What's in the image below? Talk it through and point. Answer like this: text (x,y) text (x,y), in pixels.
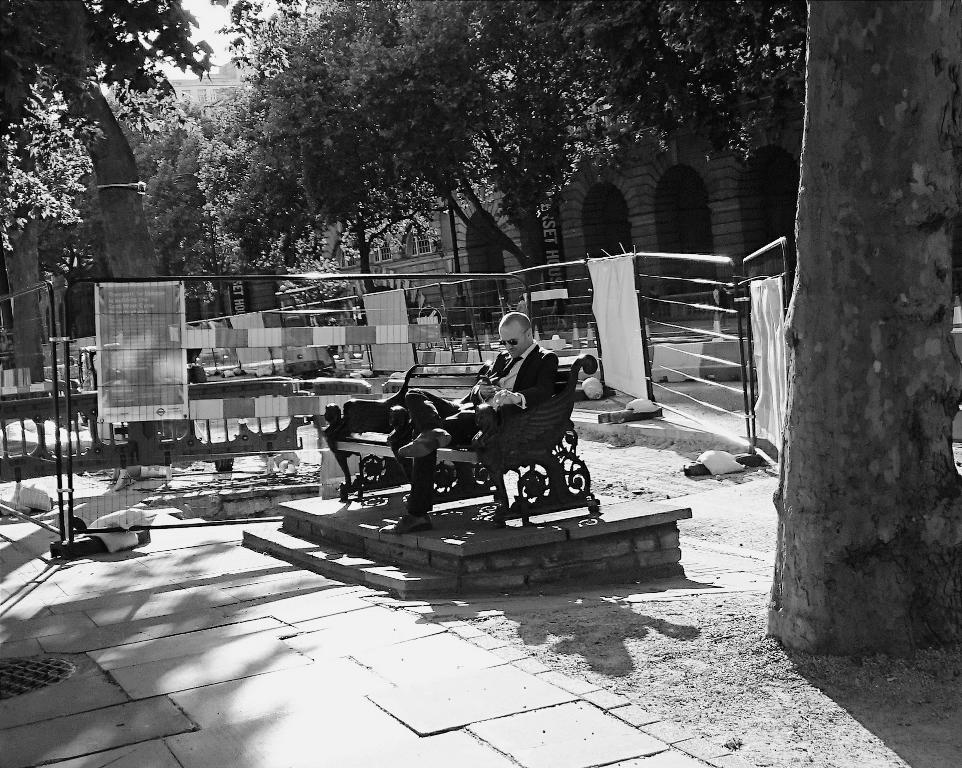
This is a black and white picture. There is a man (540,387) sitting on a bench (489,487). Here we can see banners (769,345), fence (479,339), trees (197,170), and a building (783,154). In the background (200,24) we can see sky (221,47).
